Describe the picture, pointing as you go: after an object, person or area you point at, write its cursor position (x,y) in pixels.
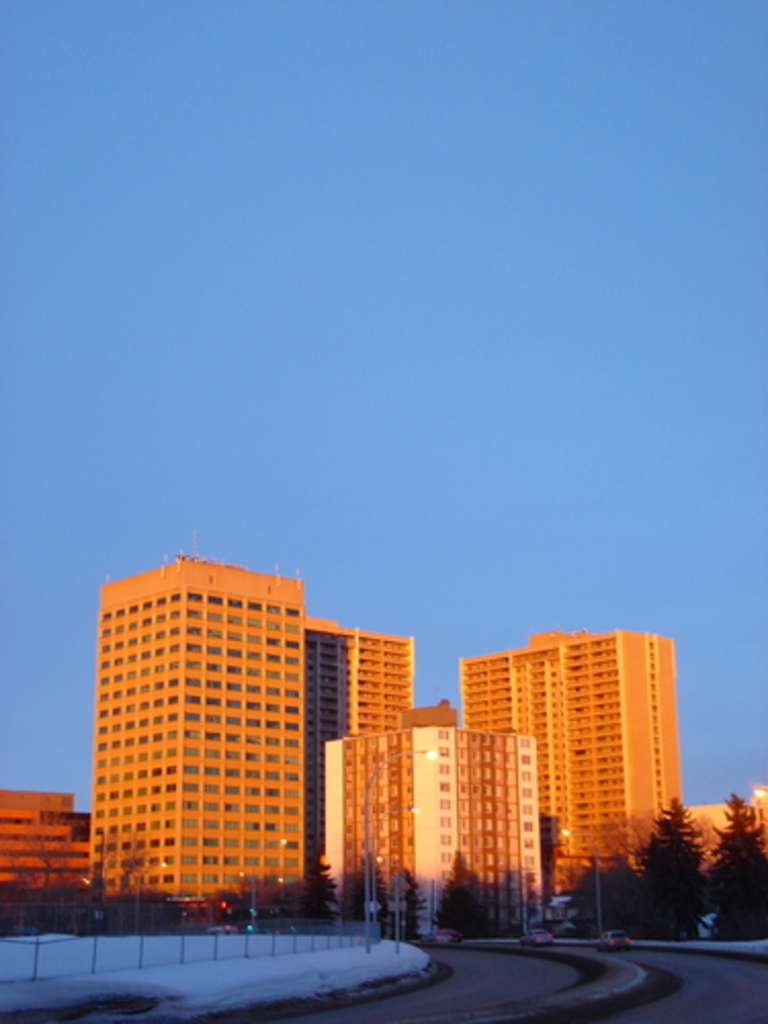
In this image I can see few buildings (106,601), trees (693,926) in green color, railing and the sky (366,258) is in blue color.
